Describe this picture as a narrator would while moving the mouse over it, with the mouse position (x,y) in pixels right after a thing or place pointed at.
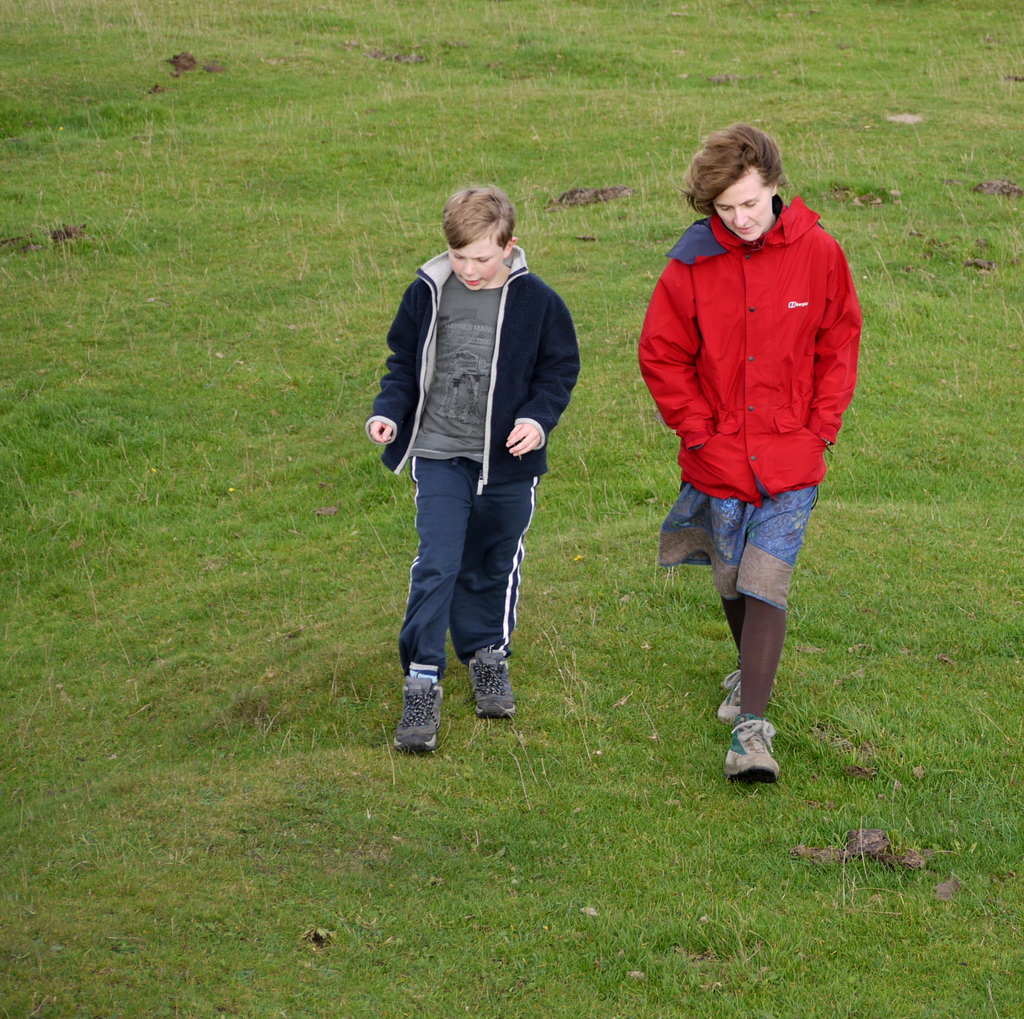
In this image there is a woman (672,348) and a boy (533,460) walking on the ground (469,816). There is grass (277,561) on the ground (791,755).
